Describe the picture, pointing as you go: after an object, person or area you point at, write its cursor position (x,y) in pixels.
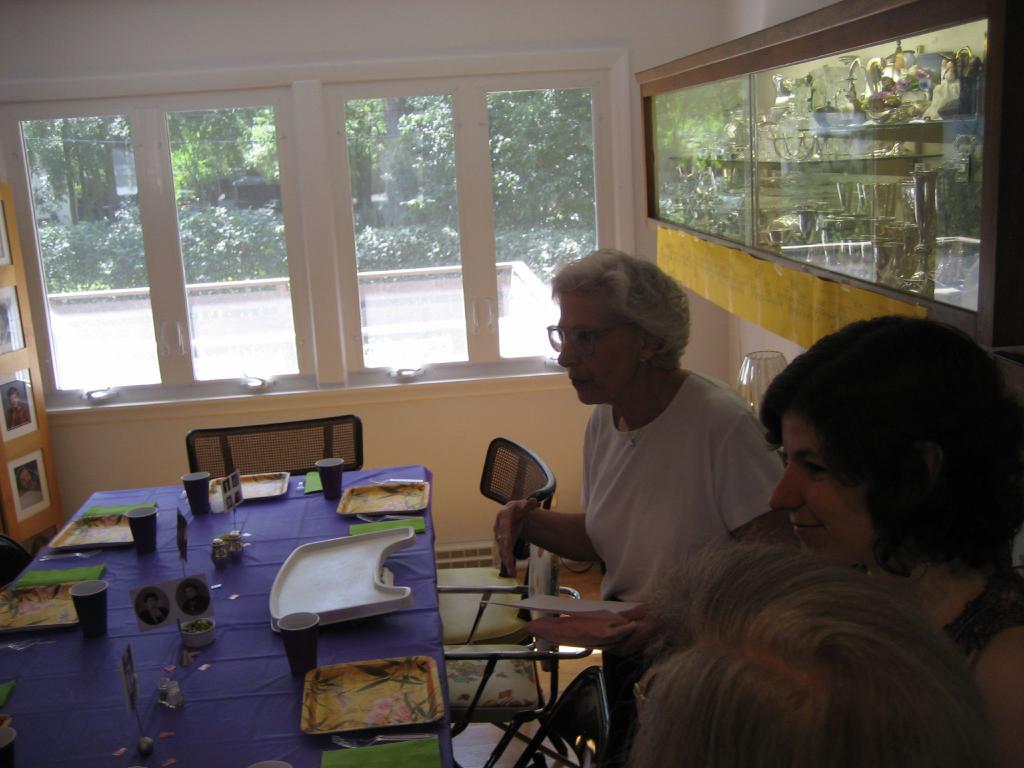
There are three persons (764,532) standing. these are the empty chairs (252,431). This is a table (257,679) covered with blue cloth (212,716). These are plates (360,506), tumblers (92,625) and some other objects (220,559) placed on the table (249,570). These looks like the photo frames (29,452) which are arranged in order. This is a window (345,252) which is closed. I can see small plants (228,237) and trees (537,156) through the window (403,160). This looks like a cupboard (808,151) which is closed with a glass door (825,192).
